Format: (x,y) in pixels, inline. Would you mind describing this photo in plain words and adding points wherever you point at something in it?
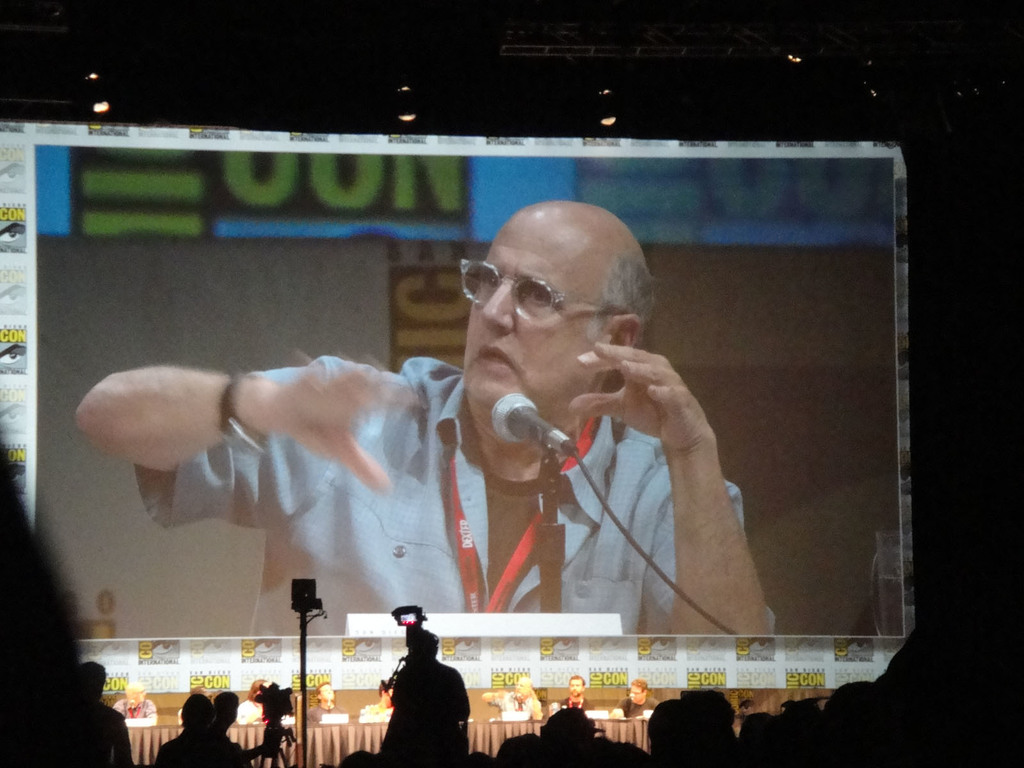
In the center of the image (538,459) we can see a person (645,440) and screen (482,388). At the bottom of the image (93,679) there are group of persons (456,698). At the top of the image (93,81) there are LED lights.
